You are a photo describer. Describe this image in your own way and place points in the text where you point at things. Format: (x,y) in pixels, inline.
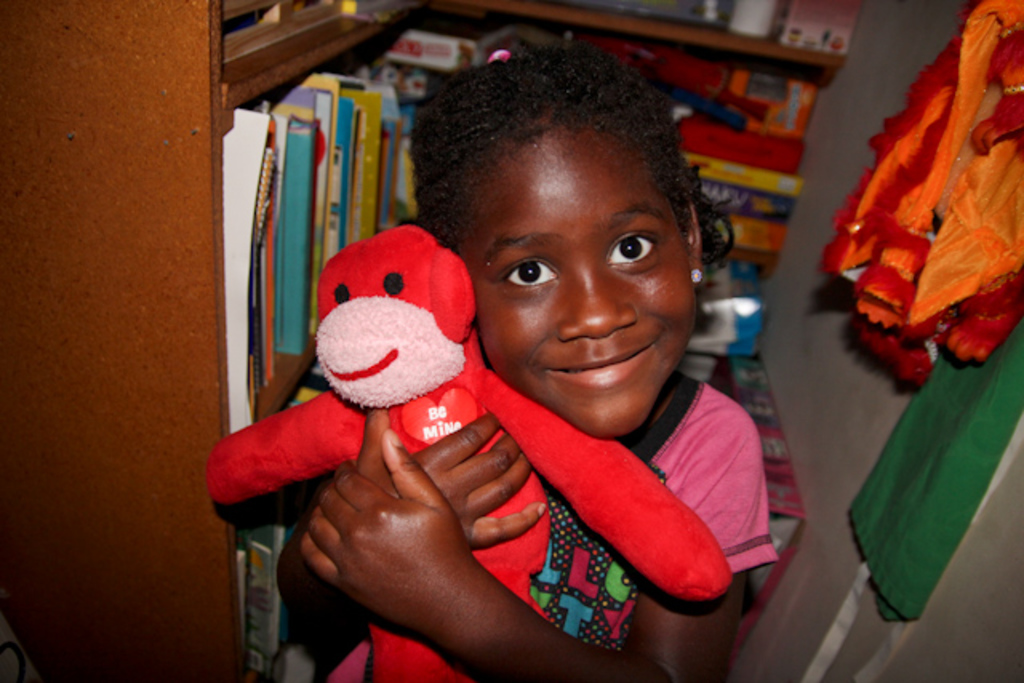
On the left side of the image (32,560) we have book rack (156,230) which is brown in color and with some books (308,223). In the middle of the image (595,391) we can see a girl (664,483) wearing a pink dress (653,469) and holding red color teddy (569,459) in her hand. On the right side of the image (990,391) we two clothes (970,297) one is red and orange combination and another is in green in color.
